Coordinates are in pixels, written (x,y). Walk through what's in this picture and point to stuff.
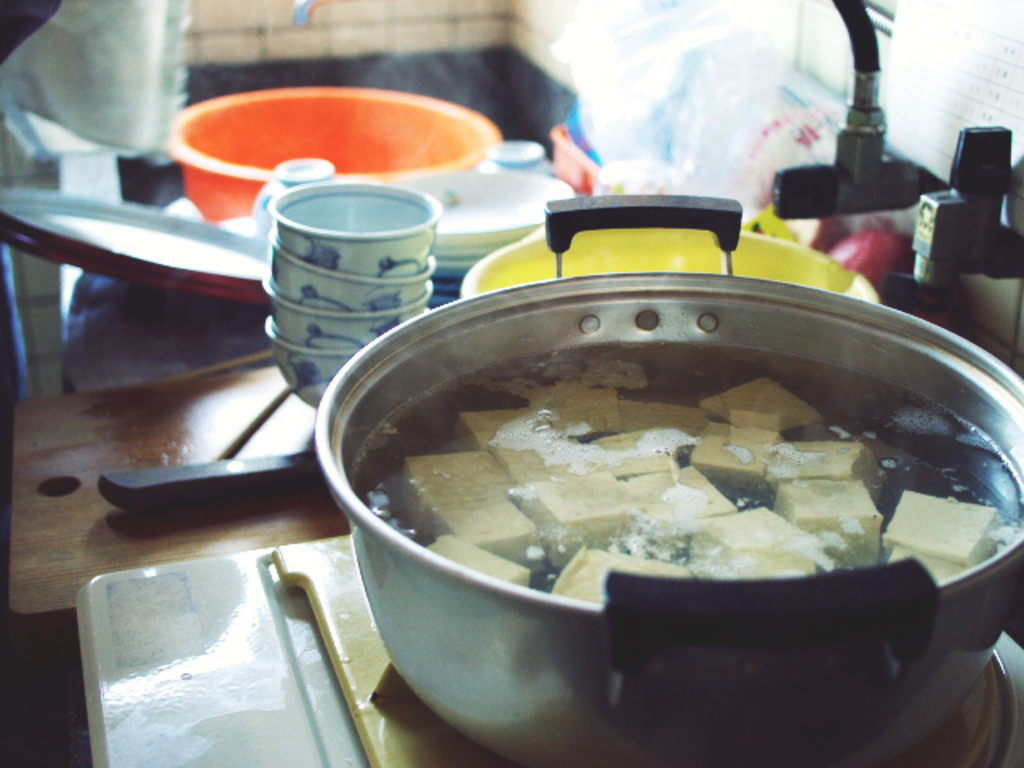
In this picture I can see a food item (665,424) in the cooking vessel (730,211), which is on the stove (269,724). I can see bowls (415,256), plates (444,188), chop board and some other objects (644,16).
